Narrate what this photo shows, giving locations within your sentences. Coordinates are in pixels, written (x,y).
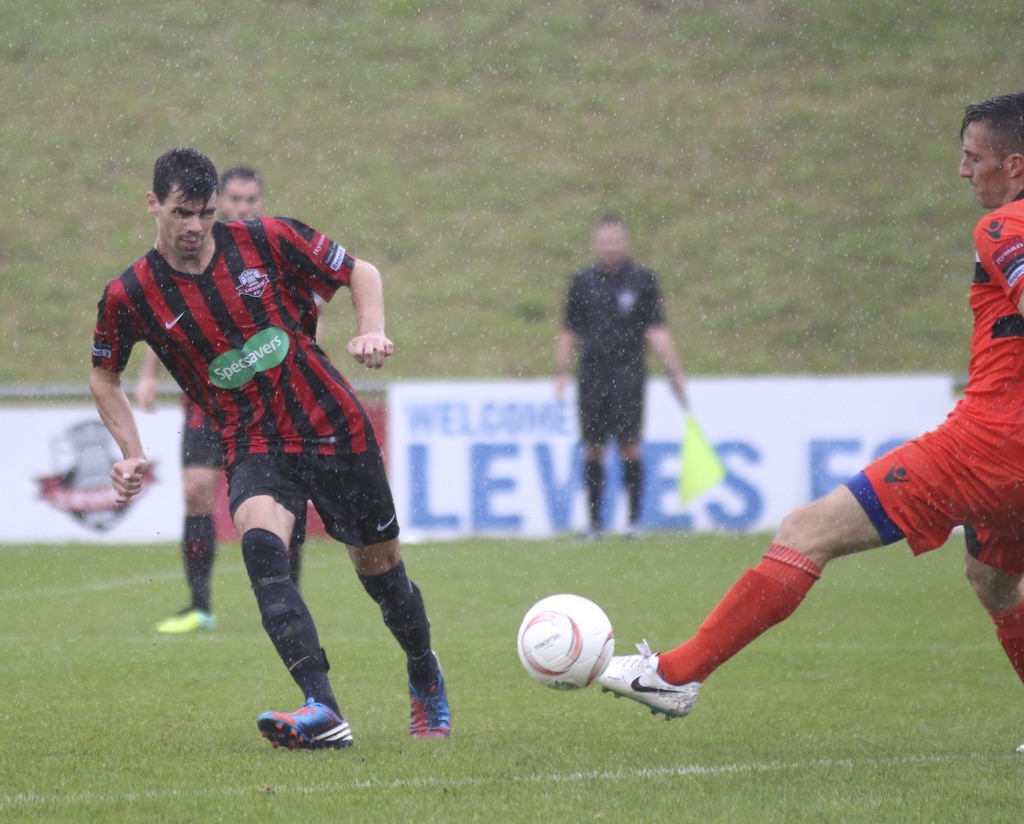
In this picture there are two men (885,506) playing football. There is a person (604,301) standing with a flag (715,462). There is also another man (196,553) standing. There is a grass (170,754) on the ground (179,747).
